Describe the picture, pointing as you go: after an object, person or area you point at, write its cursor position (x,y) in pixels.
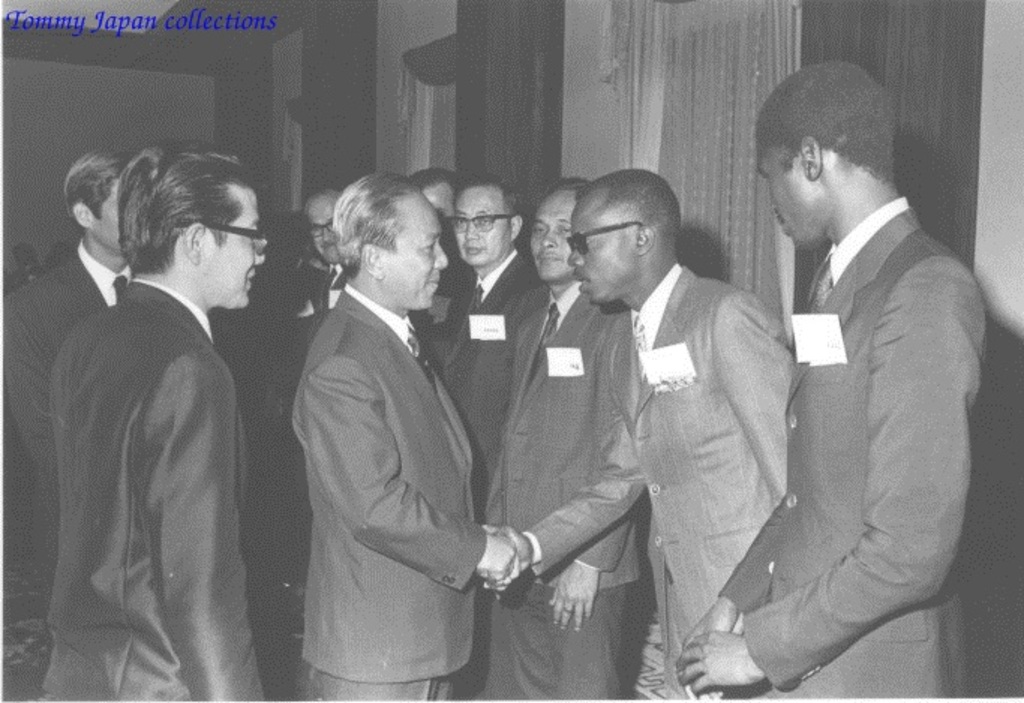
This is a black and white image where we can see men (385,413) are standing. They are wearing suits (541,409). In the background (506,104), we can see curtains (402,101) and wall (70,137). There is a watermark (153,24) in the top left of the image (65,20).
